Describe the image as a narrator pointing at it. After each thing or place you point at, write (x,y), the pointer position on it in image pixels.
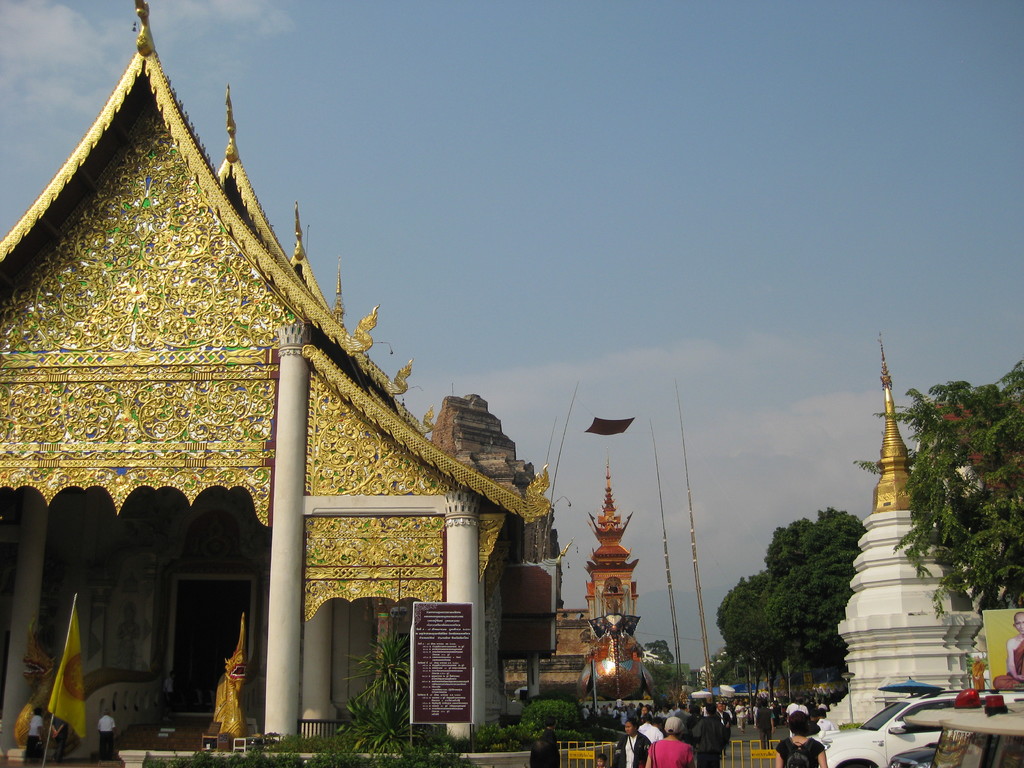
In the foreground of the picture (333,622) there are plants (349,733), people (702,733), vehicles (970,734) and temples (895,642). In the center of the picture (485,451) there are trees (746,646), people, vehicles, steeple (599,576) and other objects (612,429). Sky (675,430) is partially cloudy.
